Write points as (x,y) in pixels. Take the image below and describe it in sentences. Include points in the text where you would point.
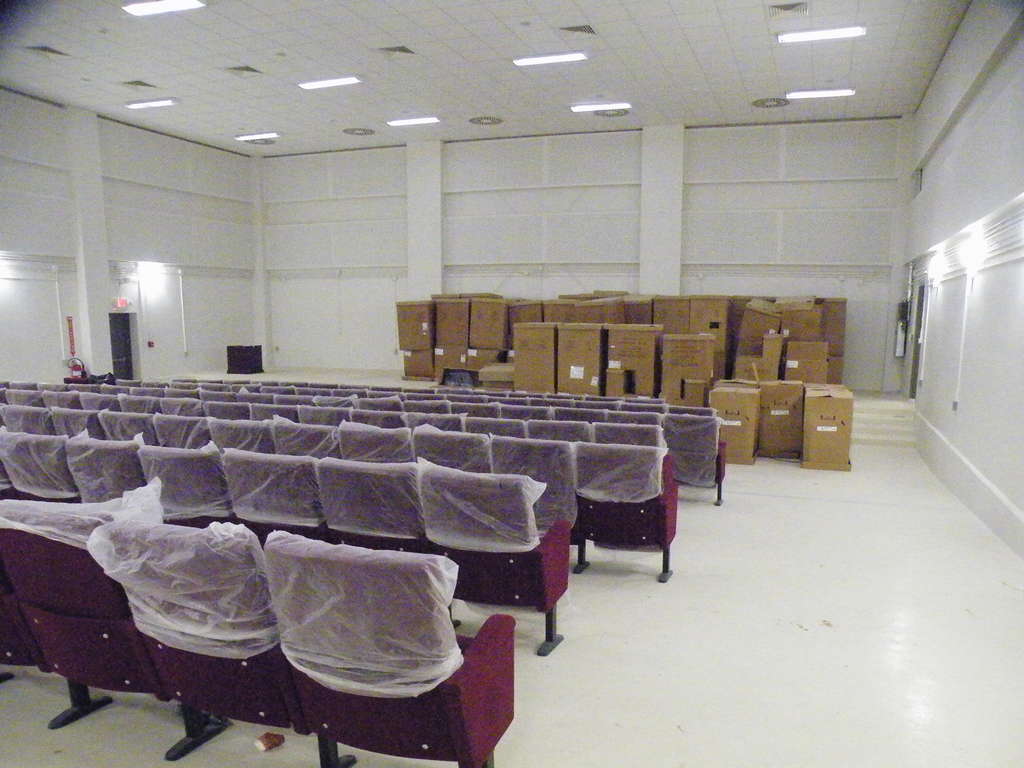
I think this picture was taken in an auditorium (330,150). These are the ceiling lights (329,86) attached to the roof (770,52). I can see the chairs (381,630) with covers (323,482) on it. These are the cardboard boxes (688,371), which are placed on the floor (773,502). This is the door (122,342). These are the pillars (86,143). I can see a black color object (235,363), which is placed on the floor (293,379). I can see the stairs (878,418).
